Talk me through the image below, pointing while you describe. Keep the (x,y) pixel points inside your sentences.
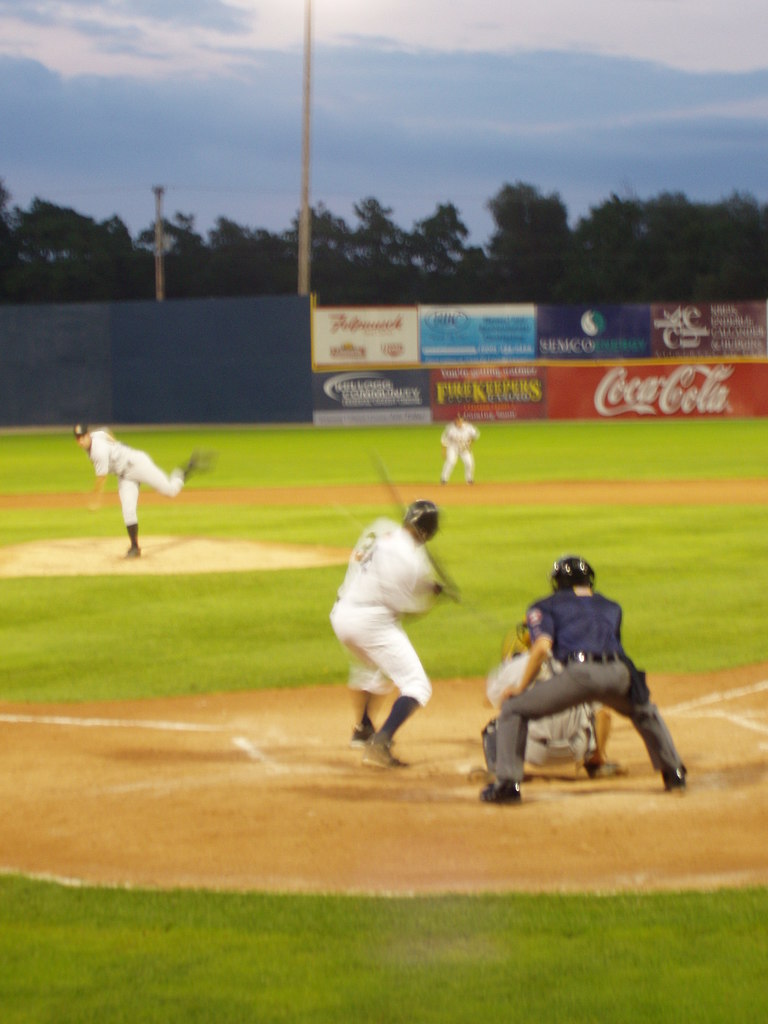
In this image I can see few persons (569,657) playing a game on the ground (291,843), at the top (189,126) I can see the sky (598,181) and tree (544,226) and pole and fence (92,361).
